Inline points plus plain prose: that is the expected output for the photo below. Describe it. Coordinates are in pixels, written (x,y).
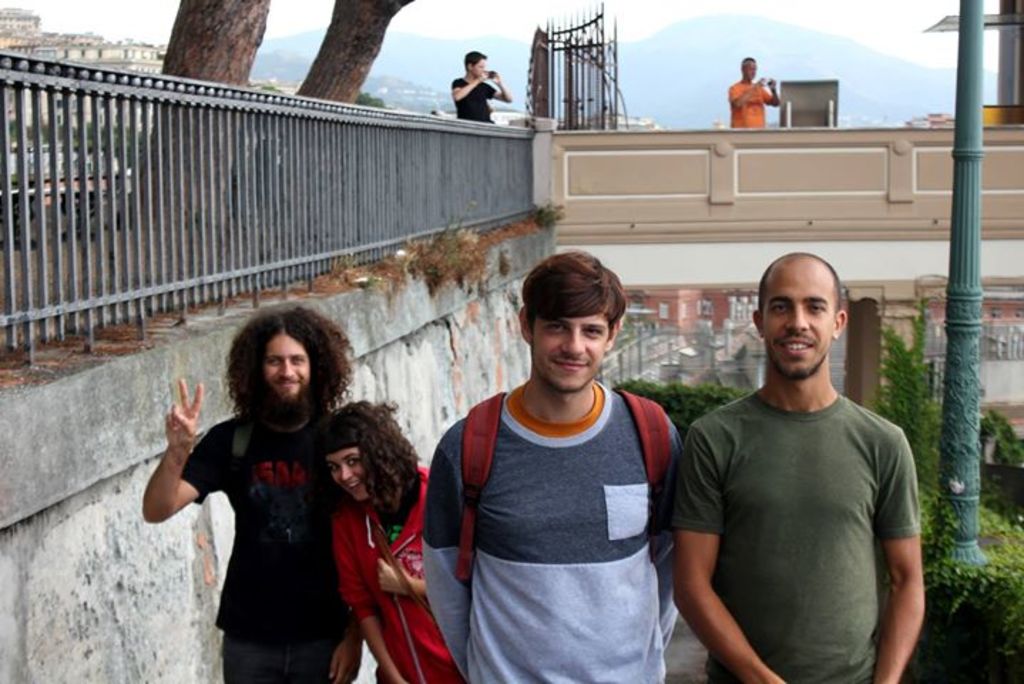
At the bottom of the image (556,500) we can see some persons (721,530), bushes (932,496), pole (971,374), wall (32,513) are there. In the middle of the image (372,229) we can see grills (413,175), trees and two persons (771,87) are standing. At the top of the image (881,57) hills (704,98), sky (902,39) are there. At the top left corner (117,55) buildings (144,45) are present. At the bottom of the image (681,665) ground (686,656) is there.
